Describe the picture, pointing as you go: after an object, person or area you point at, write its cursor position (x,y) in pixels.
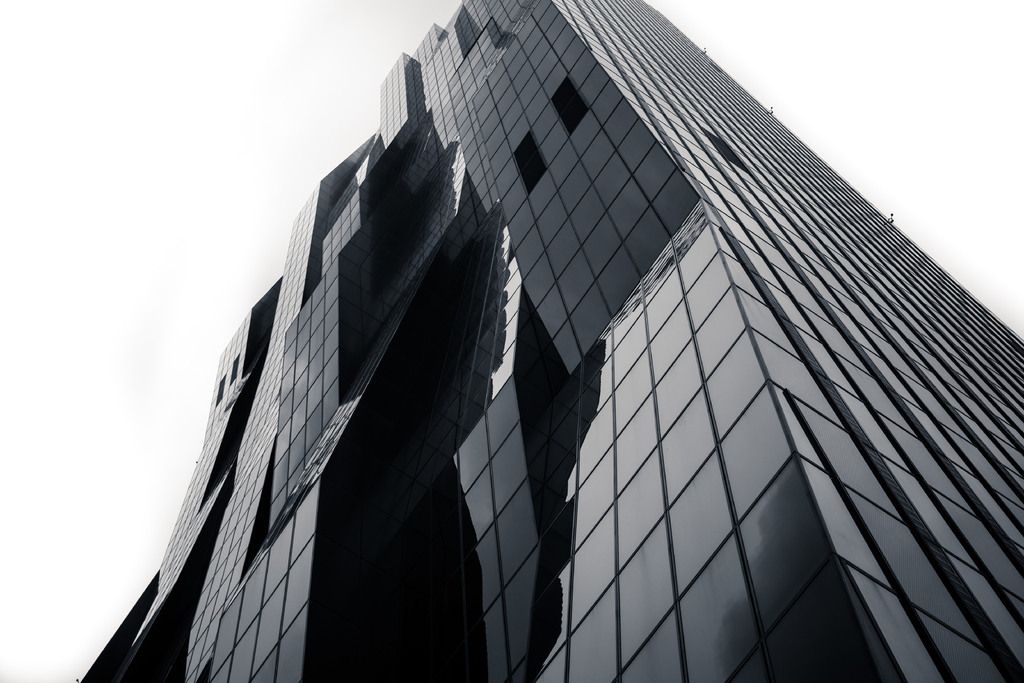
In this image we can see a building (358,520) and in the background (239,162), we can see the sky (936,59).
